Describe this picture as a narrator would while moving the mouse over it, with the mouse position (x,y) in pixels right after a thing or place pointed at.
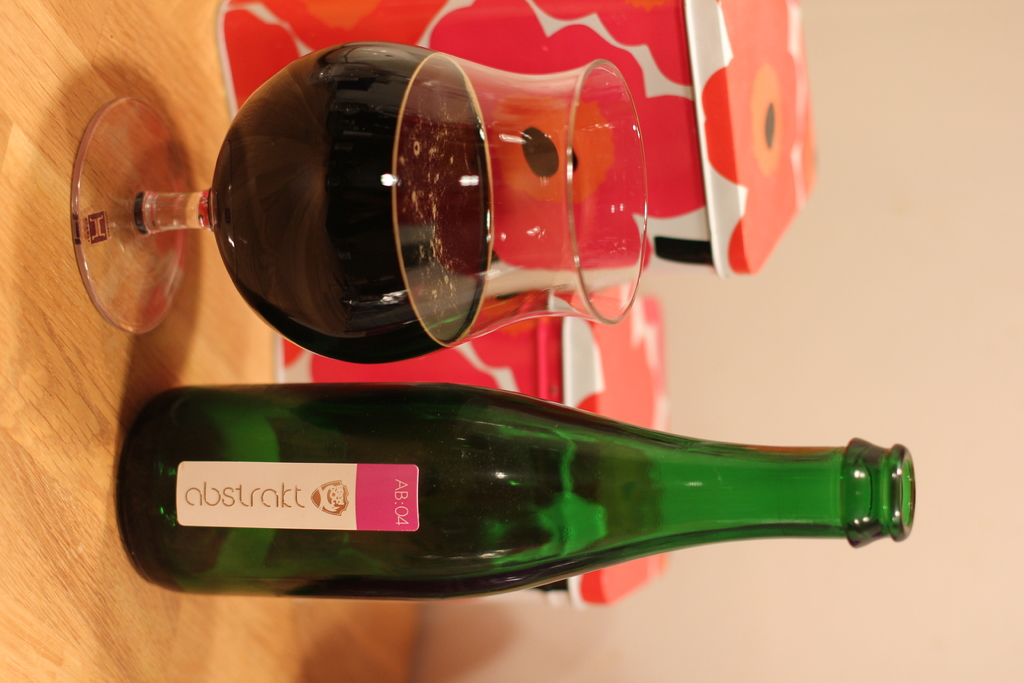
This is the picture taken in a room (163,424), this is a table (60,489) on the table (60,480) there are glass (340,265), bottle (419,481) and a box (648,302). Background of this bottle (472,492) is a wall (841,325).
